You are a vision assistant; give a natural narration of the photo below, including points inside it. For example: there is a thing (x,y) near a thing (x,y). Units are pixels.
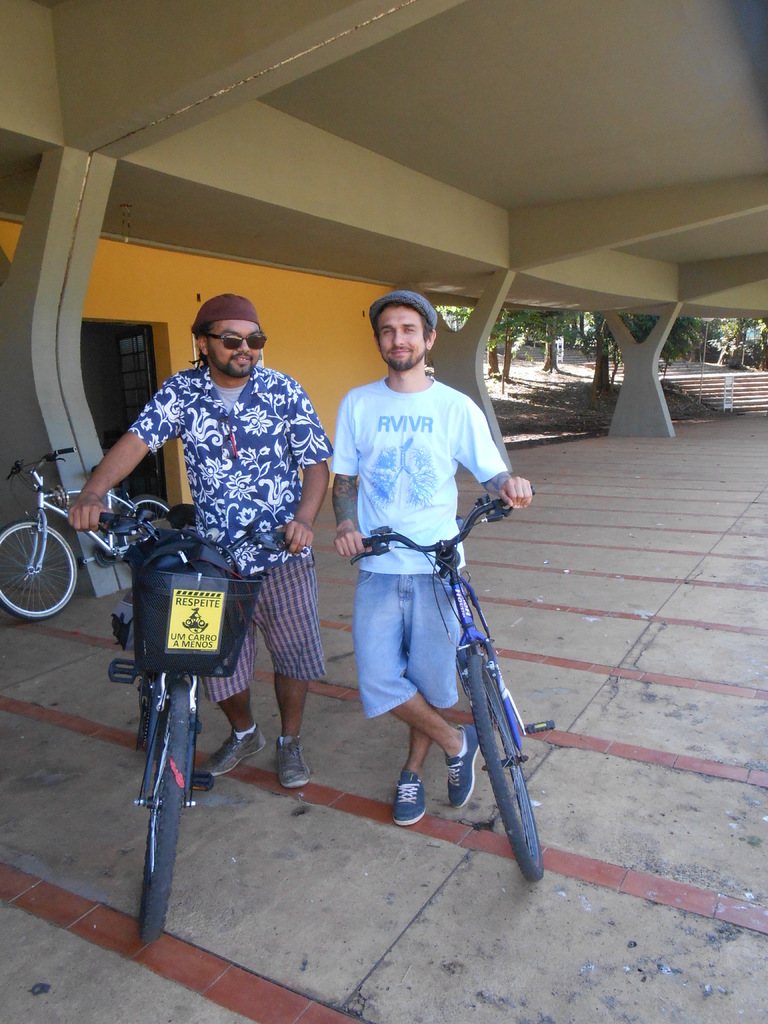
In this picture, There are two persons (359,442) standing and they are holding the bicycles (512,758) which are in black and blue color, In the background (36,573) there is a bicycle (36,573) which is in white color, There is a yellow color wall (237,288), In the top (315,159) there is a gray color roof (519,119).
